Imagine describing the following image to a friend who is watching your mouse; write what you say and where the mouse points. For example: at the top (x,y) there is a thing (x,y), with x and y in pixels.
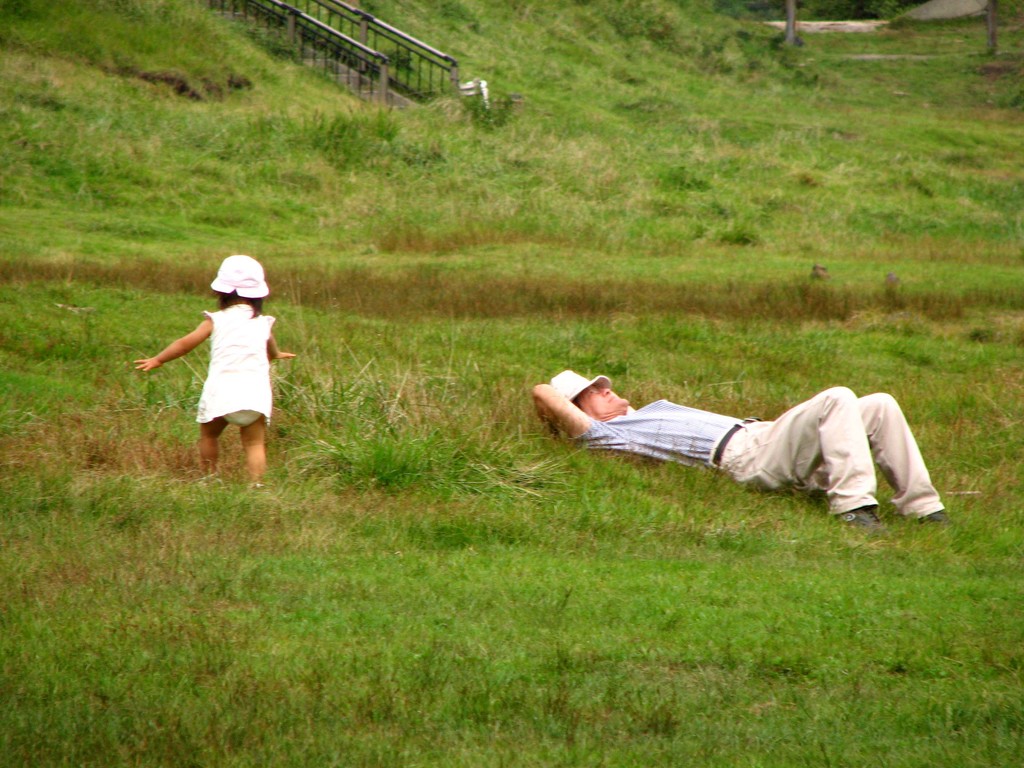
Here in this picture we can see a man (675,444) lying on the ground (553,453), which is fully covered with grass (549,440) and beside him we can see a child (217,375) running on the ground (238,466) and both of them are wearing hats (556,377) and in the far we can see a pathway (371,87) with side railings (340,63) present and on the right top side (954,1) we can see a hut (962,11) present.
